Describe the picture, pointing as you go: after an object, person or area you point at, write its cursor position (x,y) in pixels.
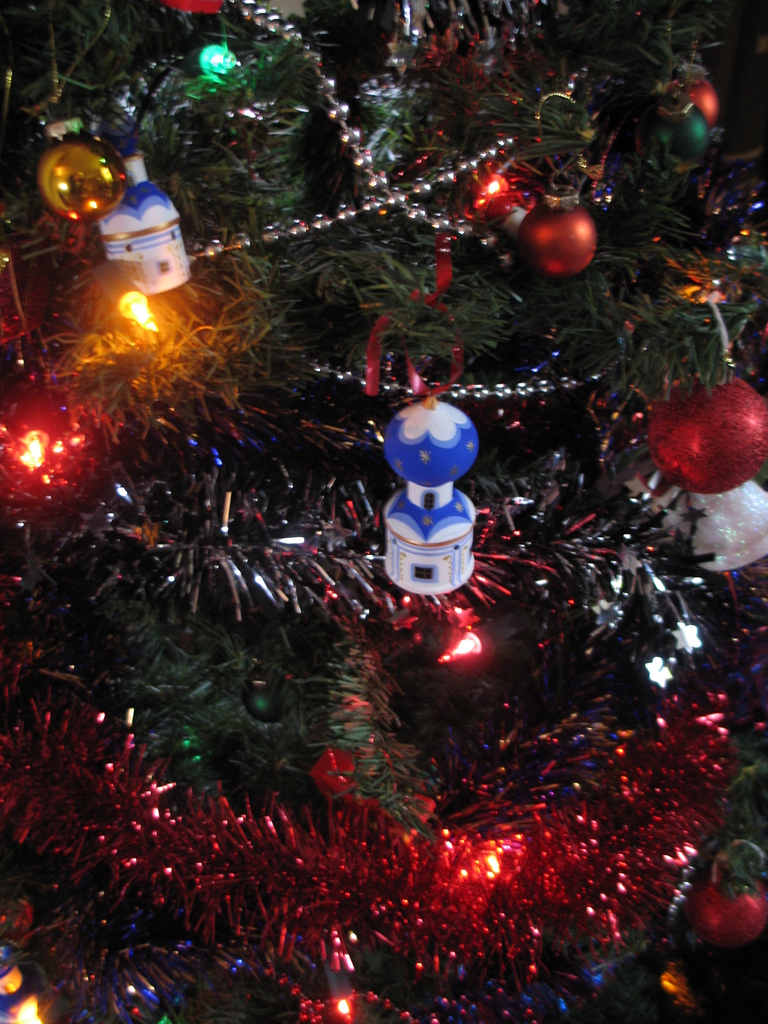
In this image we can see lights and toys (166,287) on Christmas tree (349,666).
